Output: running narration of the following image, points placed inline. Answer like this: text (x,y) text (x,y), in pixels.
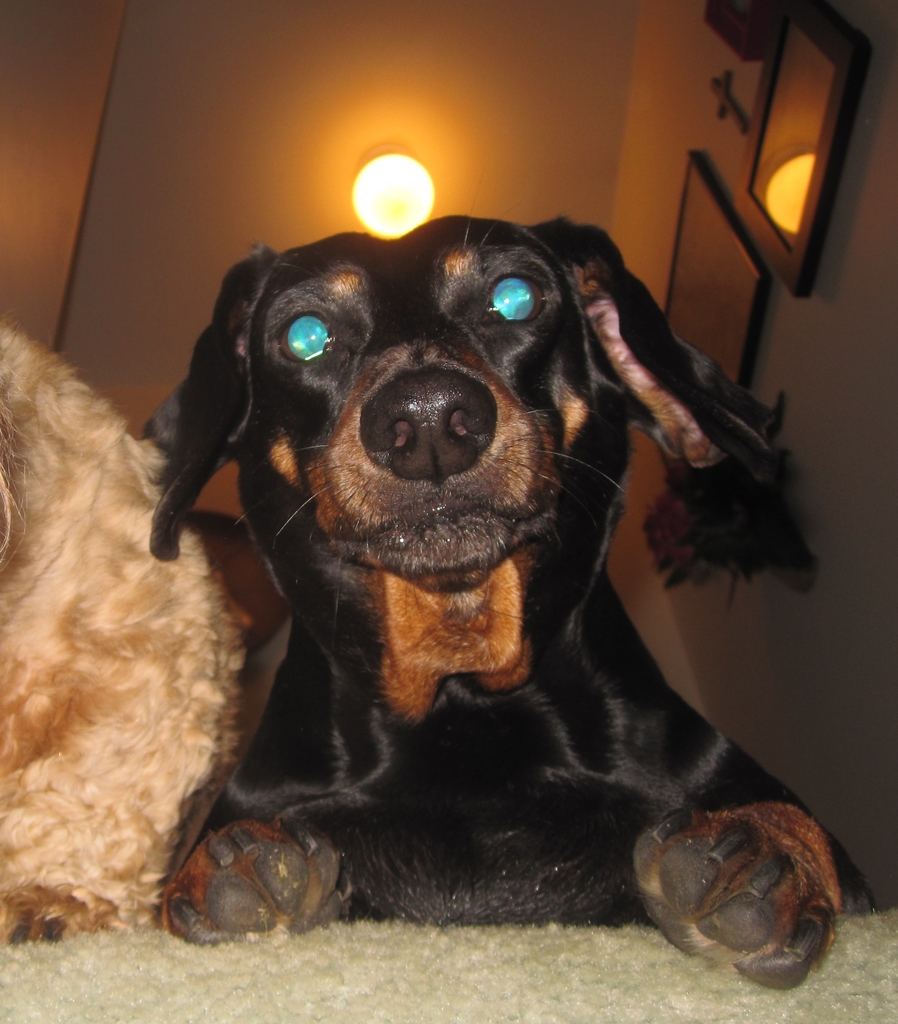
In this image in the foreground (445,583) there is one dog (442,594), beside the dog (474,760) there is one animal (132,834). At the bottom (487,970) there is towel (404,961), on the right side (764,282) there are some photo frames (734,232) on the wall (764,360). At the top (288,175) there is one light (380,168) and ceiling (302,200).
